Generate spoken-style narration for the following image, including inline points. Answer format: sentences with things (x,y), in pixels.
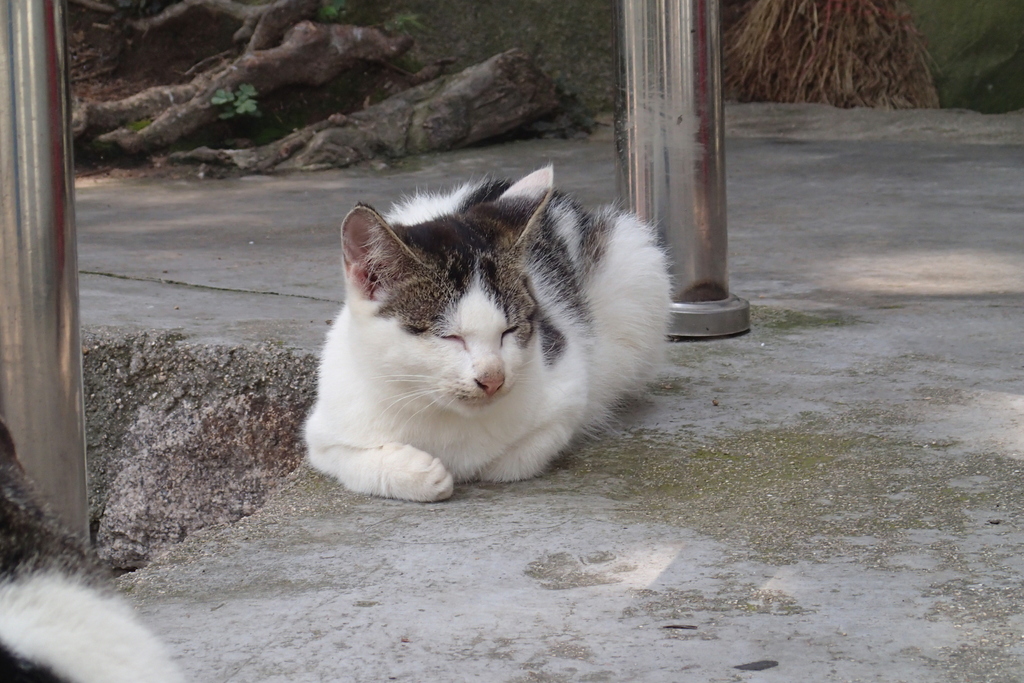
In this image there is a cat (485,320). Behind the cat (407,297) there are wooden logs (399,115). There are pillars (10,386). On the left side of the image (121,612) there is another cat (72,612).
